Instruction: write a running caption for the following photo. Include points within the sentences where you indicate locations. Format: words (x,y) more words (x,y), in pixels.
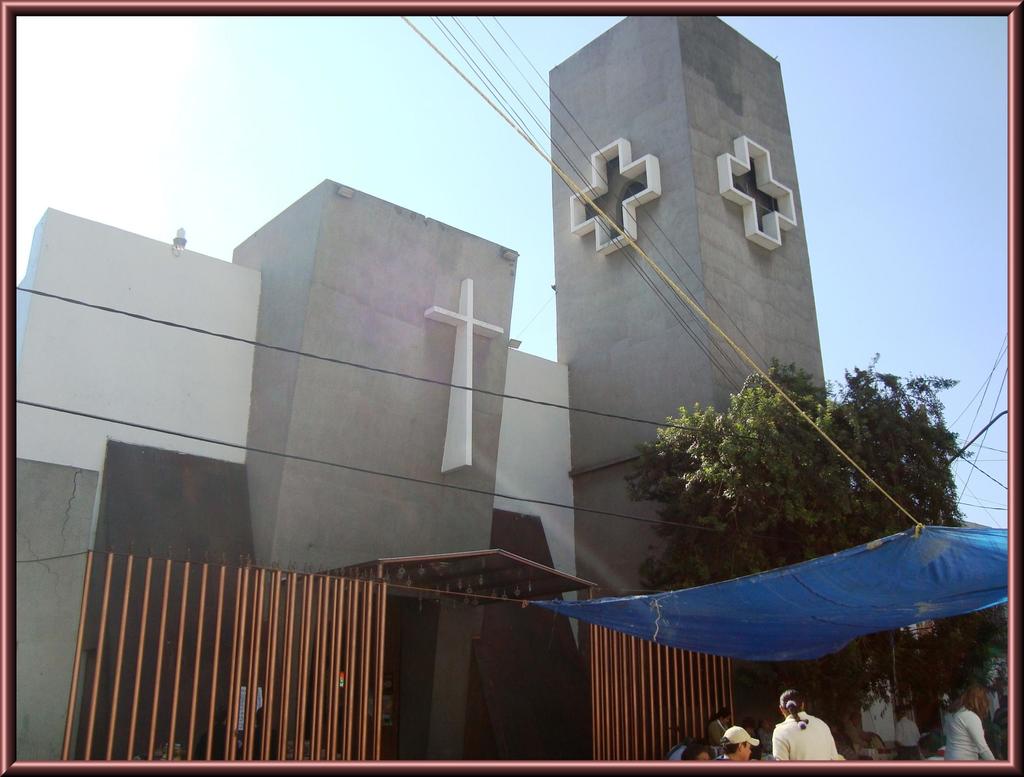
To the right bottom of the image (912,729) there are few people (848,726) standing. Above them there is a blue cover (797,575). In the middle of the image (380,501) there is a building (267,413) with cross symbol (459,343) on it. In front of the building (777,211) there is a gate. And also there are wires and trees (881,514). And in the background (872,228) there is a sky (872,228).
